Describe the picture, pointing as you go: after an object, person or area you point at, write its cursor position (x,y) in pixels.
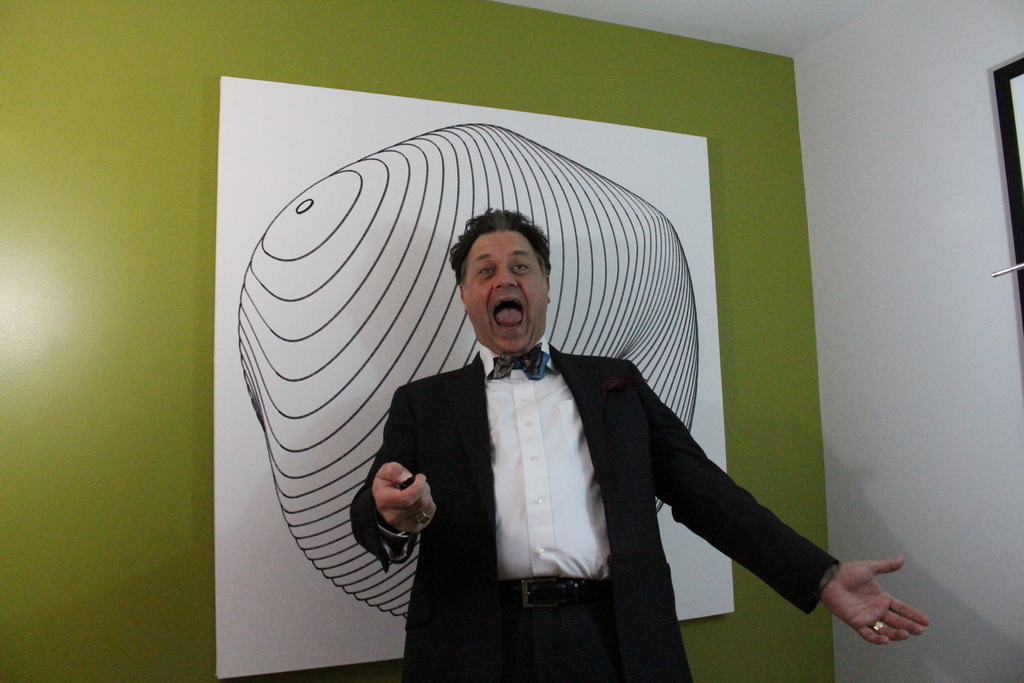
In the center of the image (457,416) there is a person (643,529) standing. In the background of the image (177,156) there is wall (199,195). There is a white color board (337,308) with drawing (364,255). To the right side of the image (962,253) there is wall (921,314).
